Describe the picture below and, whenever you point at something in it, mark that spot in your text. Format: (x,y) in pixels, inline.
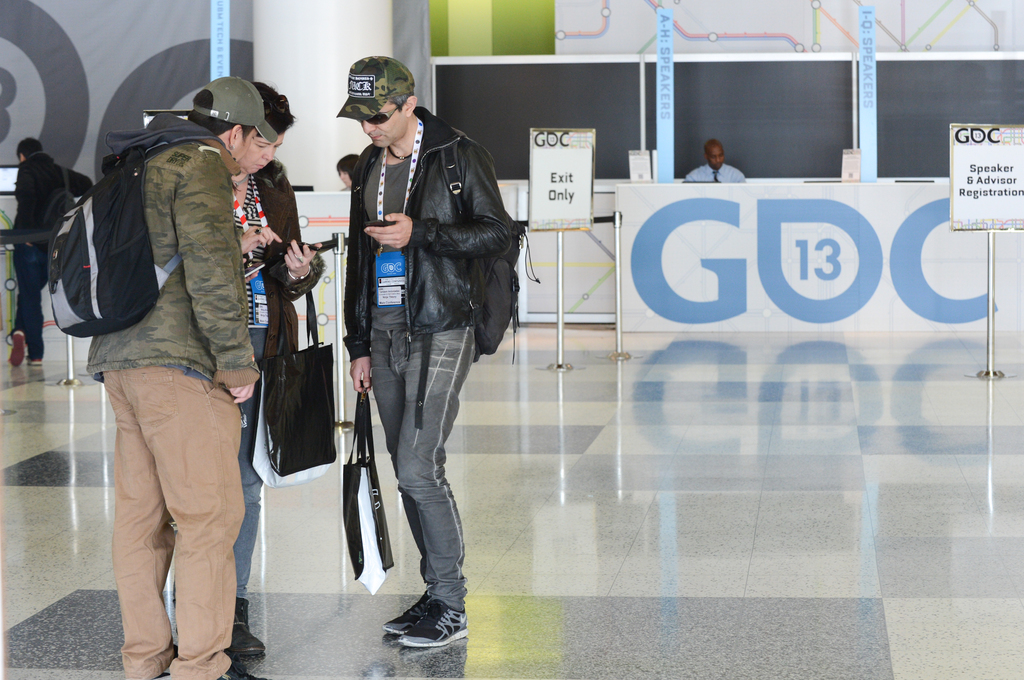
On the left side of the image (172,236) I can see people (262,300) wearing caps (246,119) and holding the bags (332,359). In the background (564,178), I can see a person (729,172) sitting and some text boards (562,186).
